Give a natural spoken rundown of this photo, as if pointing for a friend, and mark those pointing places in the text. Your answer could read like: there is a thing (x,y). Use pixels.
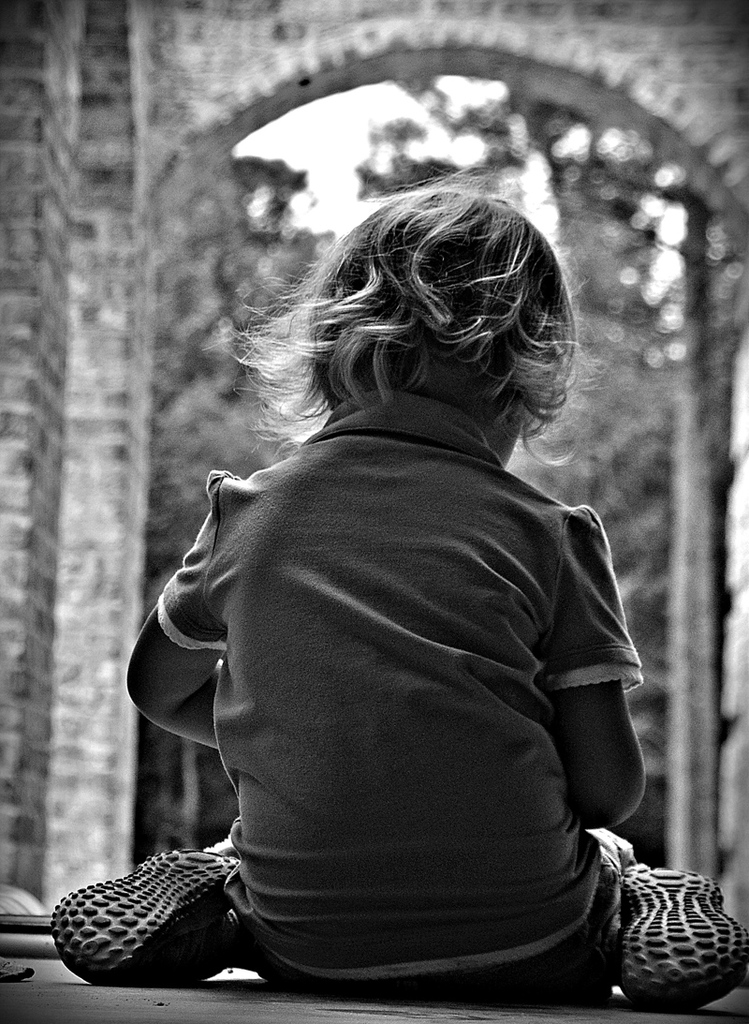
In this image I can see a baby (404,722) sitting on the floor (342,1023). In front I can see an arch (620,74). Image is in black and white.
